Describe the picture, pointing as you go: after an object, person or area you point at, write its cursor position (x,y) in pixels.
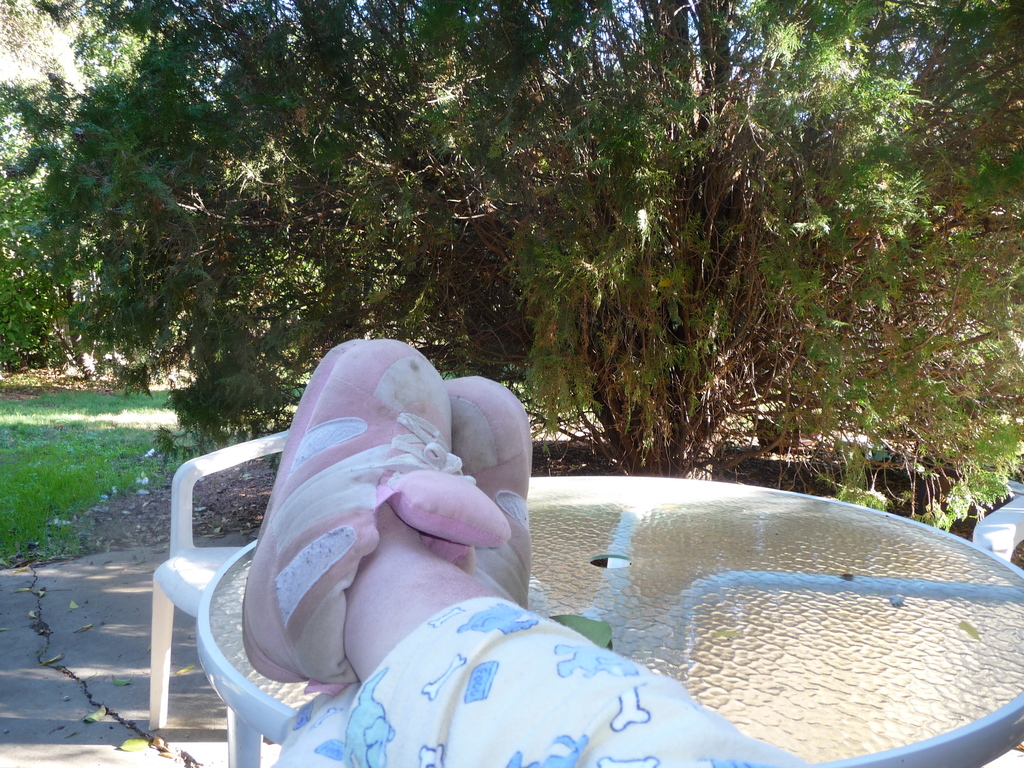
In the center of the image (654,508) we can see a table (638,601). On the table (686,512) we can see a person's legs (520,637) are there. At the top of the image (540,126) we can see some trees (516,125), grass (27,423) are there. In the middle of the image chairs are present. At the bottom of the image (56,731) ground (108,669) is there.
